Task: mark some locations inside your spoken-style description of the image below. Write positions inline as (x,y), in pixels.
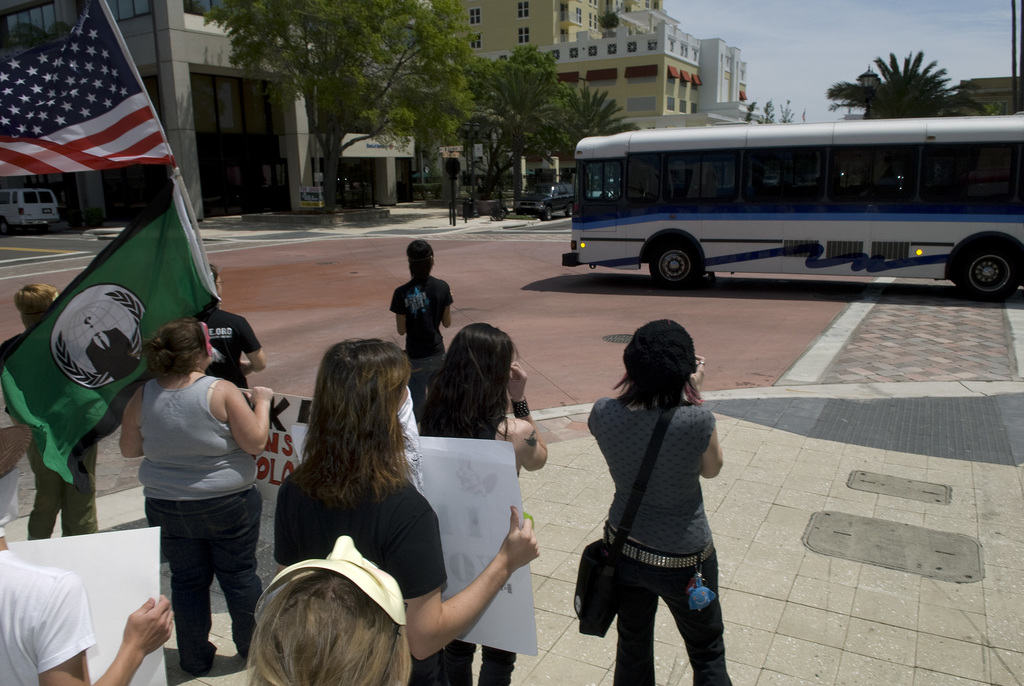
This is an outside view. On the left side (187,593), I can see few people (345,534) are standing by holding some sheets (282,465) in their hands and few are holding flags (109,86). In the background (633,224) there is a bus (734,194) on the road (809,284). On the top of the image (367,62) I can see some trees (391,68), buildings (653,70) and few more vehicles (533,190) on the road (391,241) and also I can see the sky (806,27).
